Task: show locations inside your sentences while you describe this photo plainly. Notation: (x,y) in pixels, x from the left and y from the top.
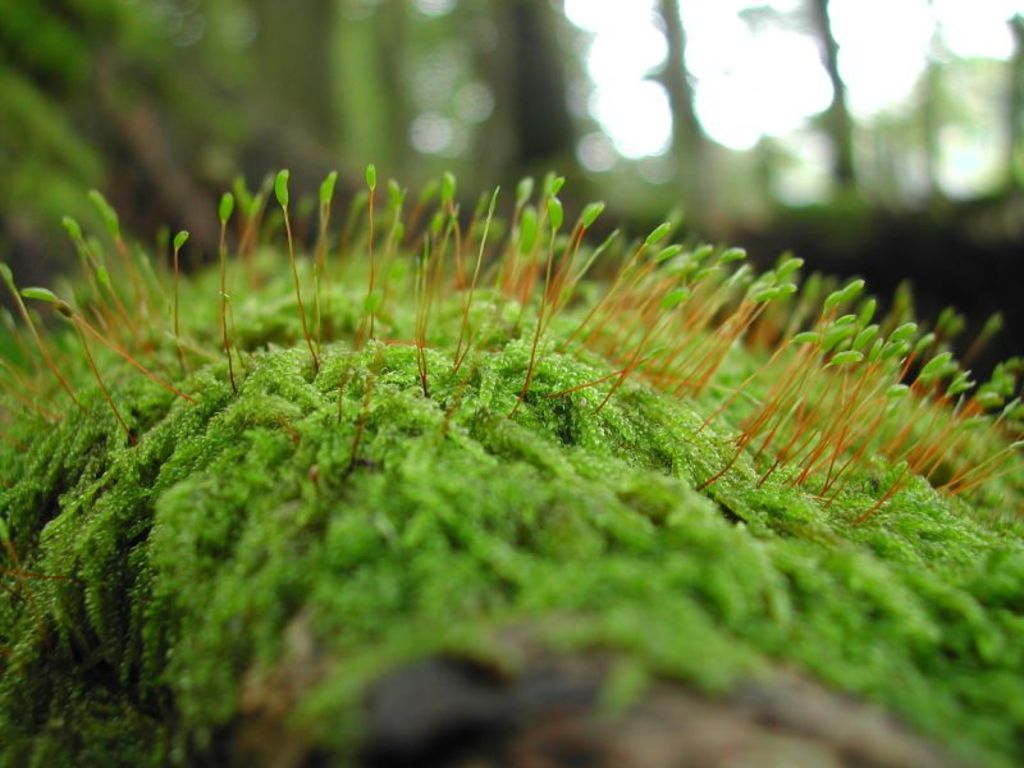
In this image in the front (440,464) there's grass (494,528) on the ground (572,518) and there are small plants (507,290) and the background (368,123) is blurry.
